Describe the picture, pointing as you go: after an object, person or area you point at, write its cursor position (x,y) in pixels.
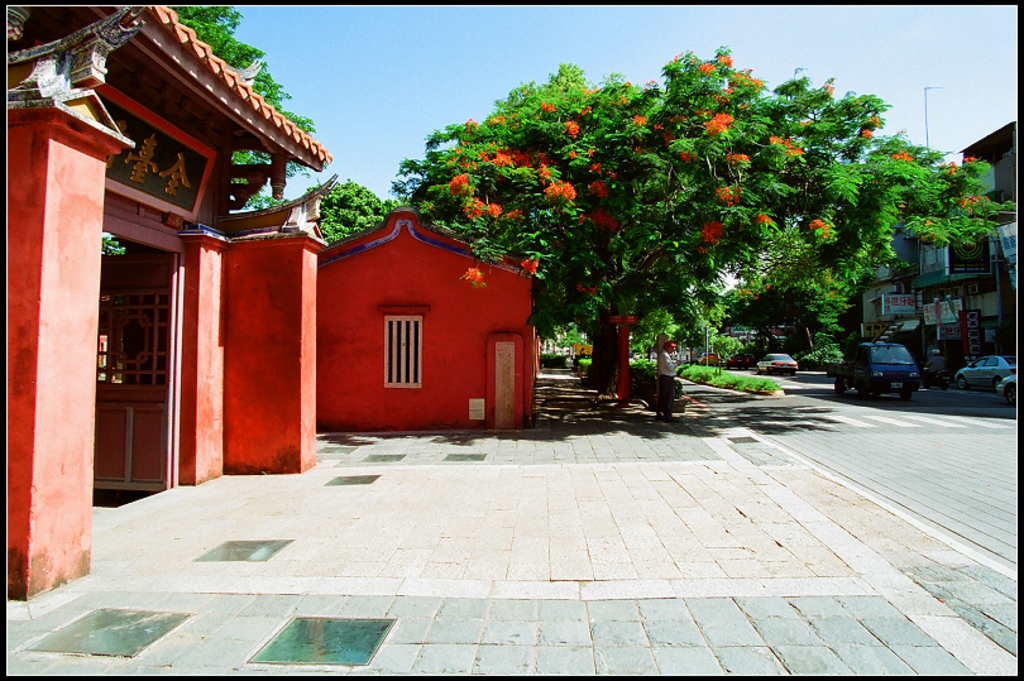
In this image I can see the ground (612,594), the road (946,410), few vehicles (843,368) on the road (921,401), a person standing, few trees (617,218), few orange colored flowers (605,224), an arch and few buildings (910,274). In the background (912,80) I can see the sky (470,57).
